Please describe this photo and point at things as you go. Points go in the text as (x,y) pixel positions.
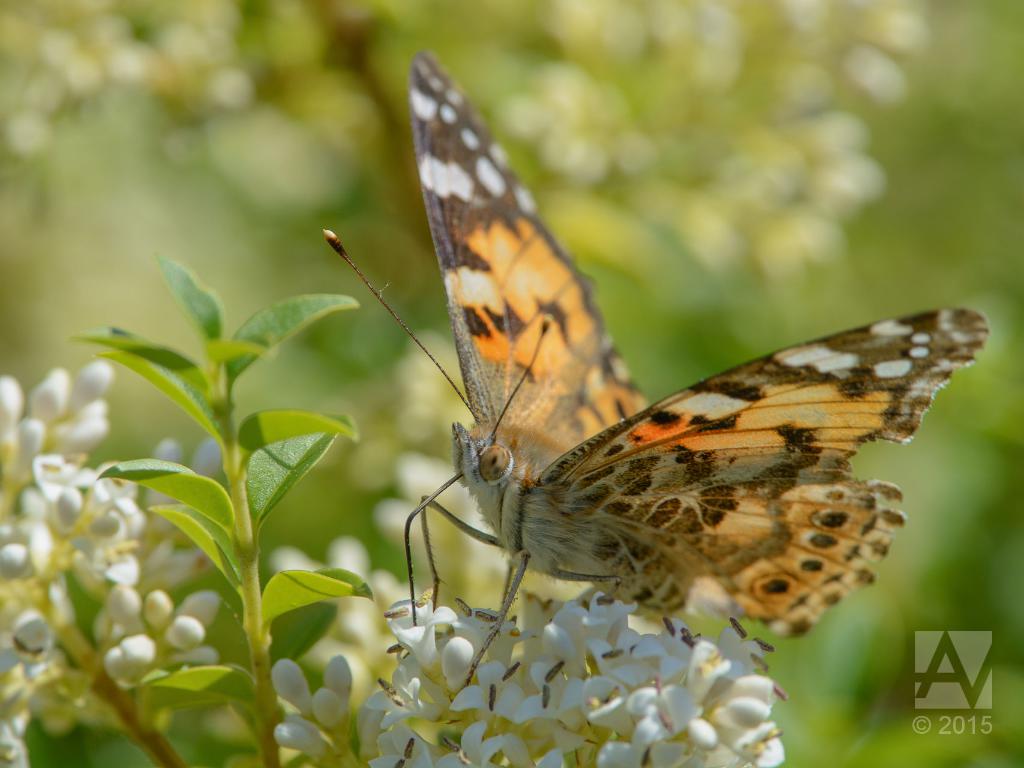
In this image I can see the butterfly (687,609) on the white color flowers (612,668). Butterfly (708,464) is in brown, black and white, orange color. Background (912,105) is in green color.
